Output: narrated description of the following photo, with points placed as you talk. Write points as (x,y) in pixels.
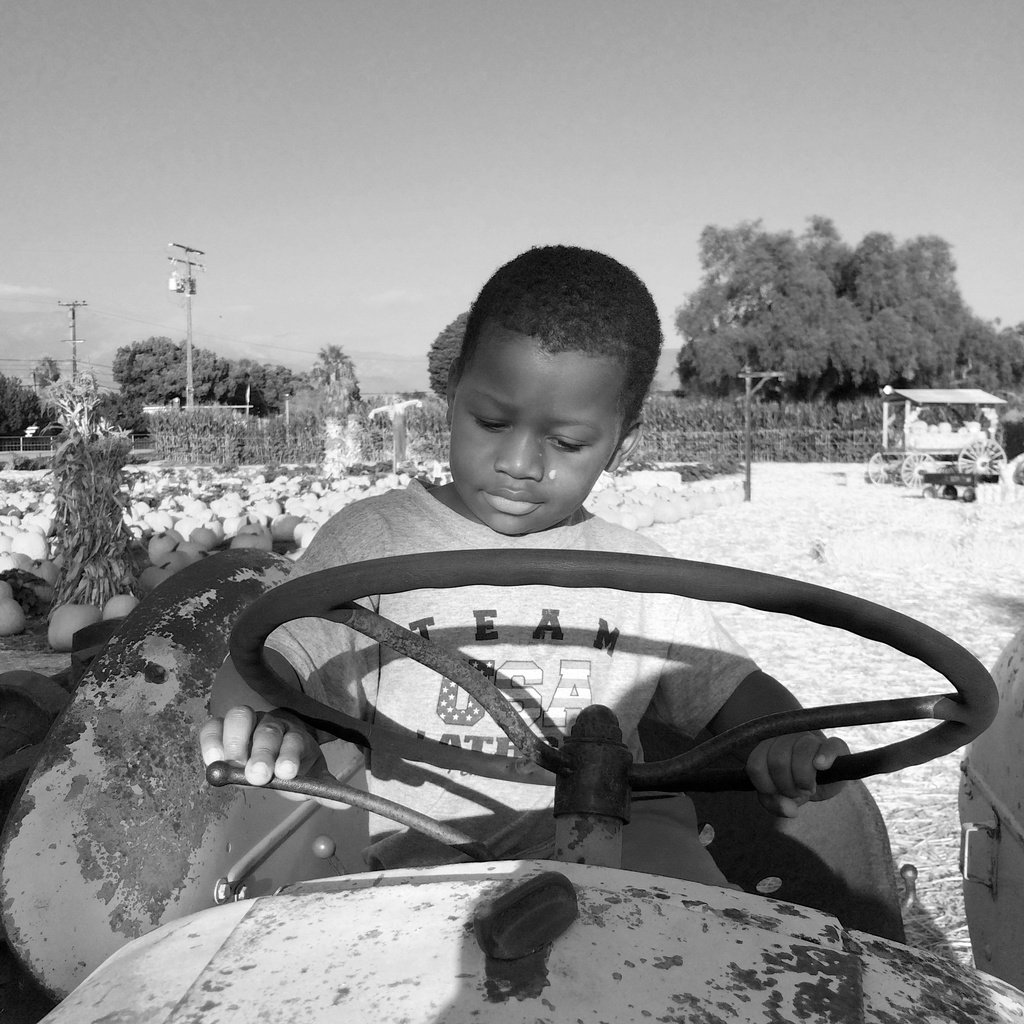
In this image we can see a kid (646,662) sitting on the vehicle (717,840) and holding a steering (788,586). Here we can see pumpkins (4,622), plants (699,446), poles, vehicle (928,388), ground (898,496), and trees (880,395). In the background (366,266) there is sky (569,164).
